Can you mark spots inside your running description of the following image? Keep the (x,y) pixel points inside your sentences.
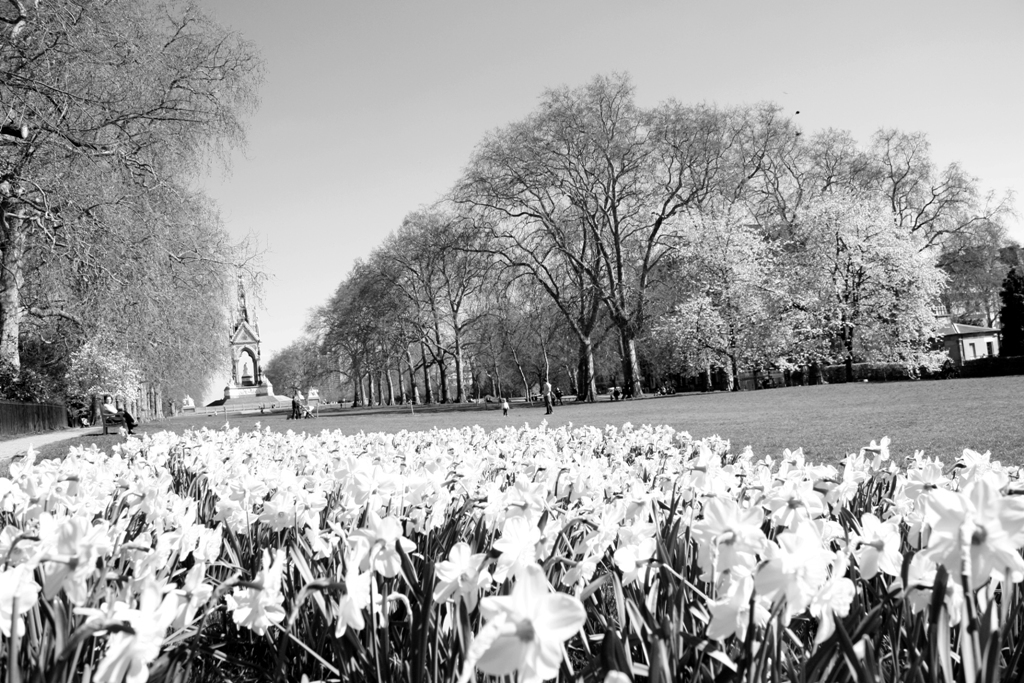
At the bottom of the image (55,512) there are some plants (407,465) and flowers (304,465). In the middle of the image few people (294,415) are standing and sitting. Behind them there are some trees (481,270) and buildings (239,302). At the top of the image (1003,87) there is sky (966,91).
